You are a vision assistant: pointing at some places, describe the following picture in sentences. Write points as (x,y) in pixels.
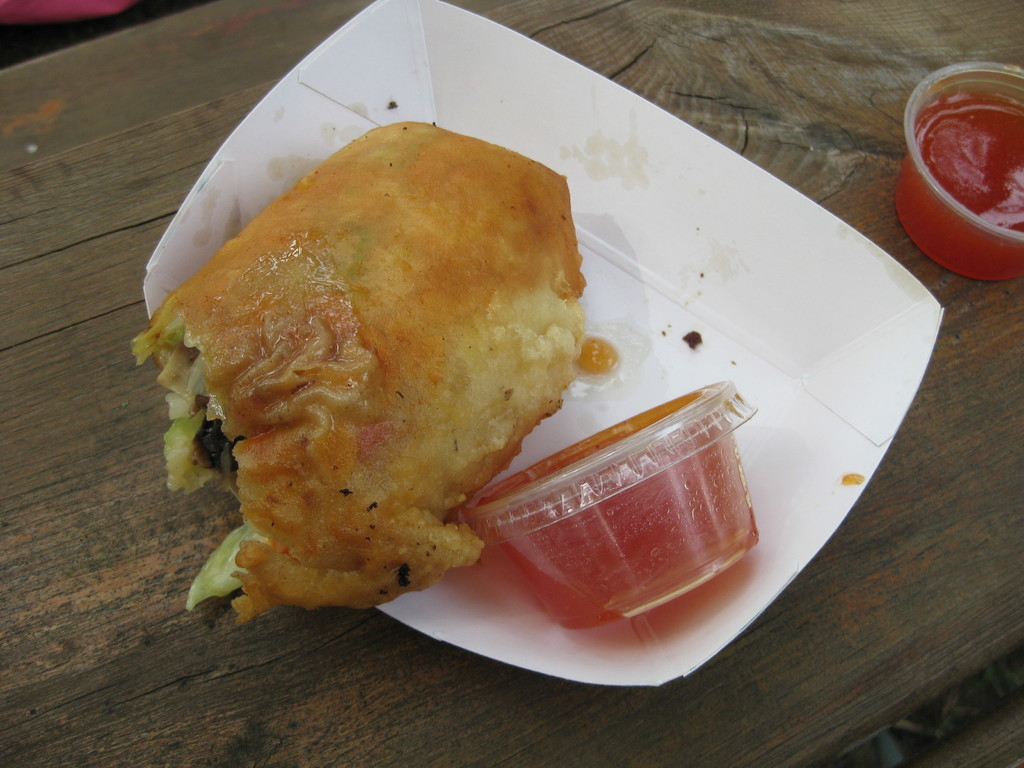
In this picture, we see an edible (224,398) and a plastic saucebox (515,477) are placed on the white color pastry box (844,428). This pastry box (756,462) is on the wooden table (160,535). In the right top of the picture (1001,174), we see a plastic sauce or jam box (923,174) is placed on the table (731,122).
